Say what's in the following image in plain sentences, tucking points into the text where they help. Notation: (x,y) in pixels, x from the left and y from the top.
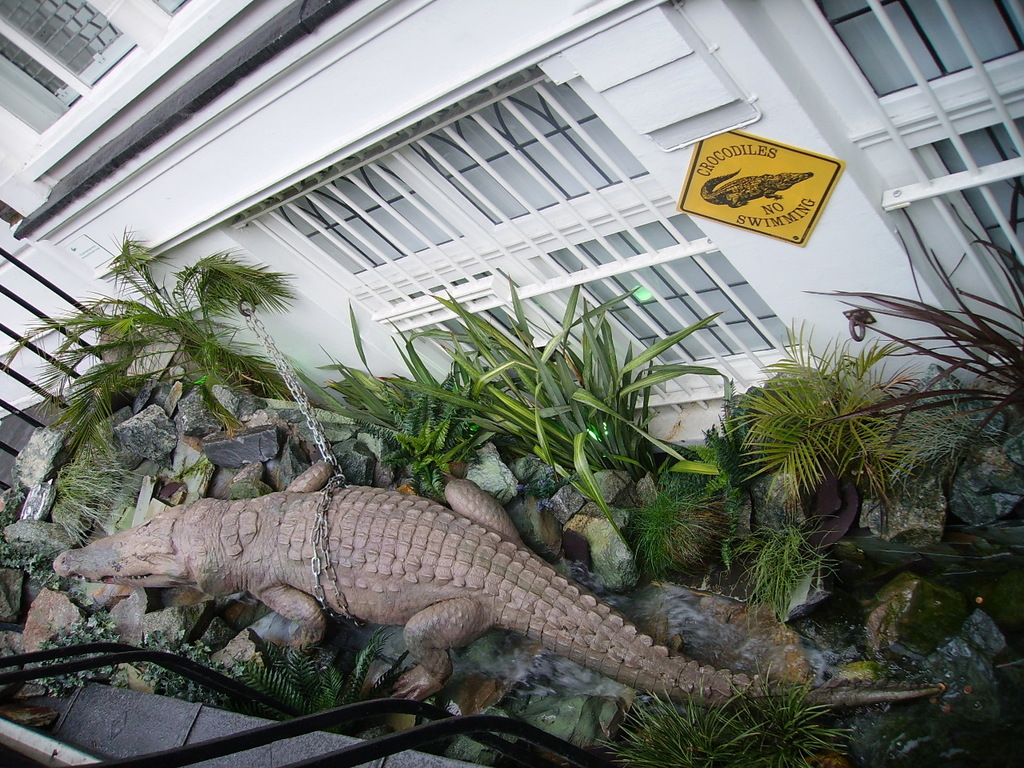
In this image there is a crocodile (339,585), beneath the crocodile (416,620) there are water (910,732), some stones (127,445), plants (506,361) and grass (698,708), at the bottom of the image (28,677) there are railings (16,662), there is a board (740,167) with an image of crocodile (757,185) and some text (708,171) attached to the wall (825,211) of a building (639,295).
